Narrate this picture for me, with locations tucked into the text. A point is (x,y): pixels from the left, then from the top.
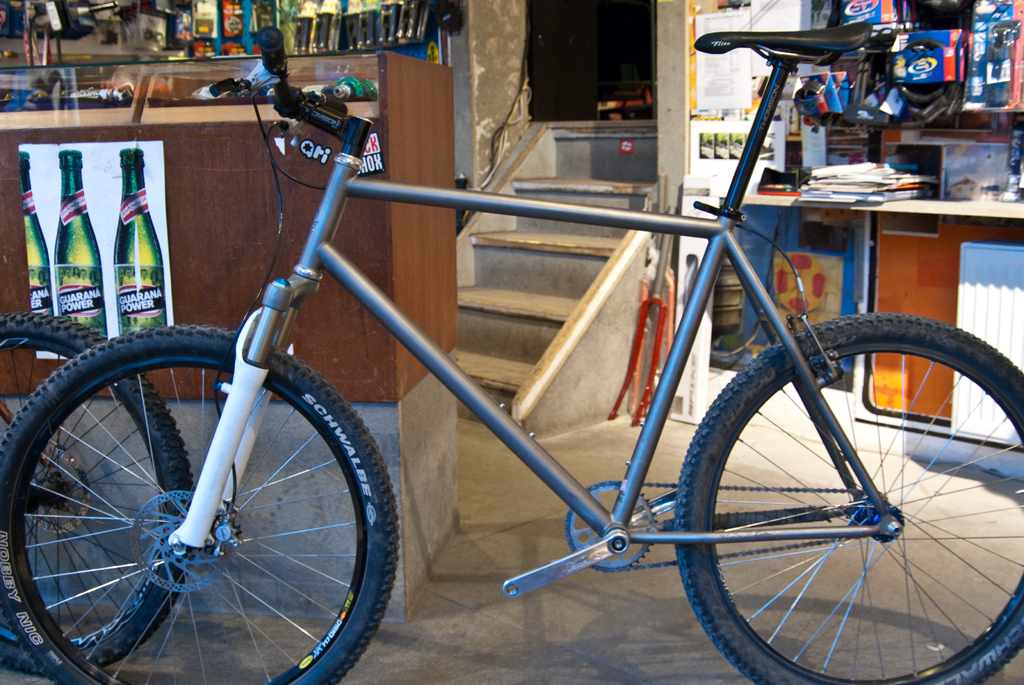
In the picture I can see a bicycle (70,393), a poster (106,230) on which I can see green color bottles (58,299) and a table (424,137) here. Here I can see the steps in the background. Here I can see few objects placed here on the left side of the image (38,8).
